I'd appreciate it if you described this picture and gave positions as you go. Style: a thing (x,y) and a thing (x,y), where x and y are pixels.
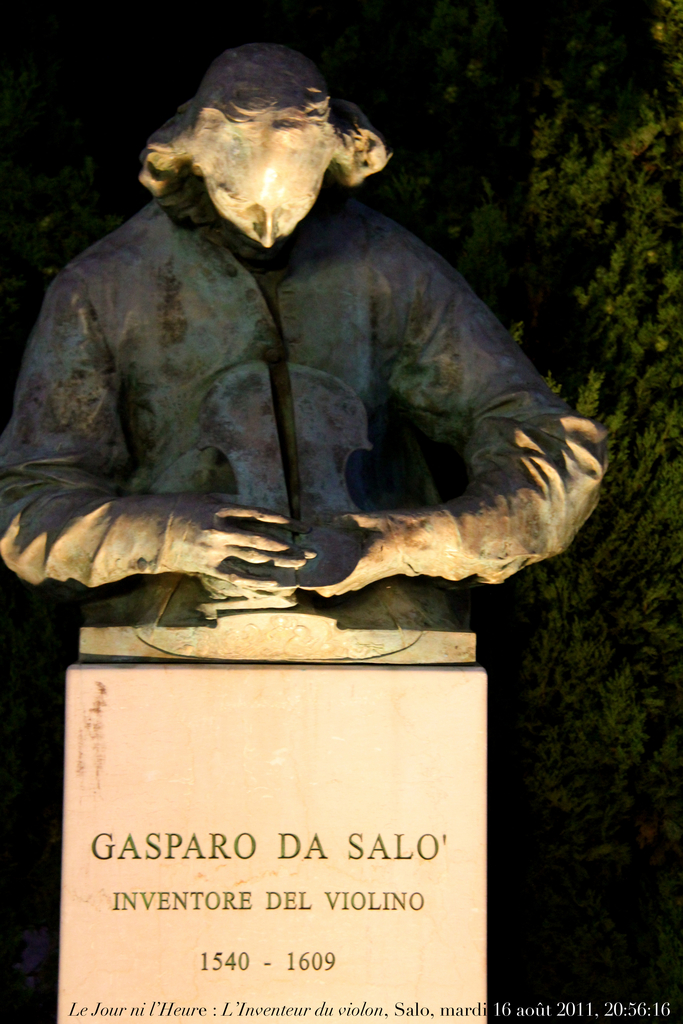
In the image we can see there is a human statue (380,523) and there is matter (368,878) written on the wall (274,920).
